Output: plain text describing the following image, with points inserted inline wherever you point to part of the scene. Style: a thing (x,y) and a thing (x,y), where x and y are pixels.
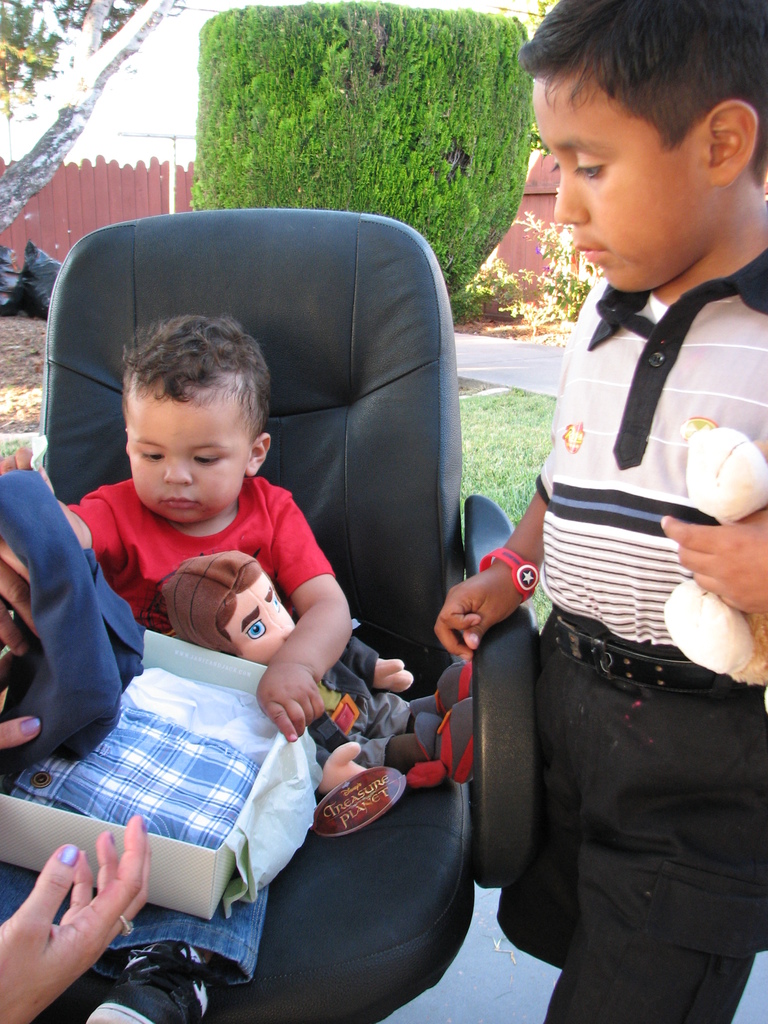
In front of the image there is a person's hand (103,886), in front of the hand (105,864), there is a kid (261,686) sitting in a chair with a box (211,654) and toys (350,657), beside the chair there is another kid (620,552) standing by holding a doll (717,461) in his hand (678,532), behind them there are trees (428,165), bushes (365,153) and there is a wooden fence (71,184).
